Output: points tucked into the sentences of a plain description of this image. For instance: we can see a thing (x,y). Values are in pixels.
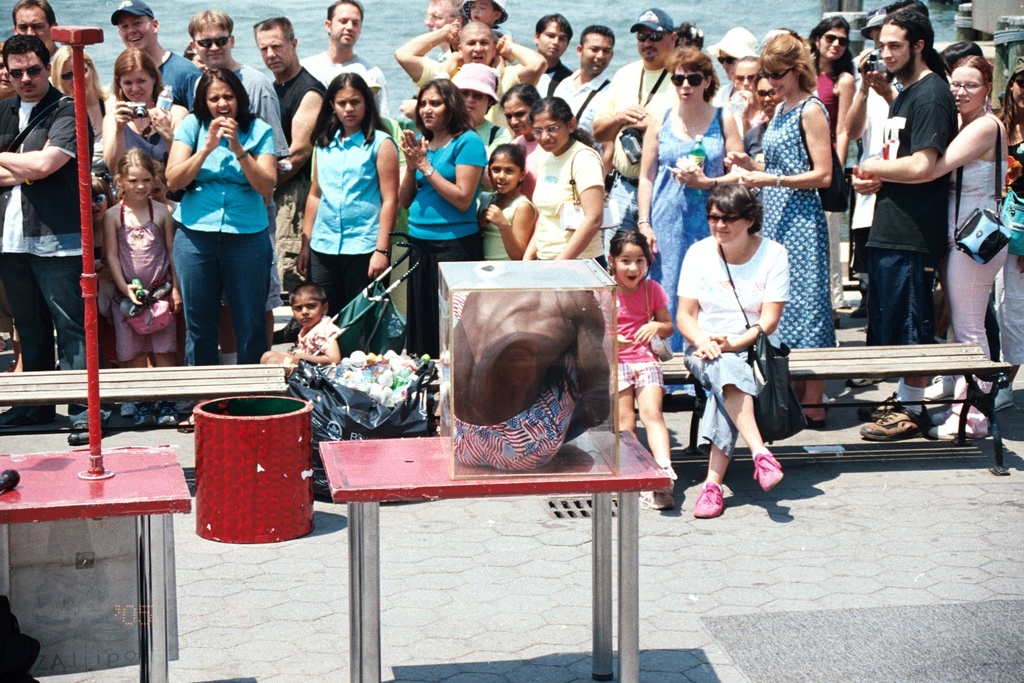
In this image at front (394,493) there are two tables (622,459). On one of the table (413,444) there is a person (536,315) sitting inside the glass box (612,320). In front of the table (400,456) there is a dustbin (238,447). Beside the dustbin (305,420) two people (750,337) are sitting on the bench (954,374). At the backside (434,216) people (319,133) are standing on the floor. At the background (768,16) there is water (630,38).
